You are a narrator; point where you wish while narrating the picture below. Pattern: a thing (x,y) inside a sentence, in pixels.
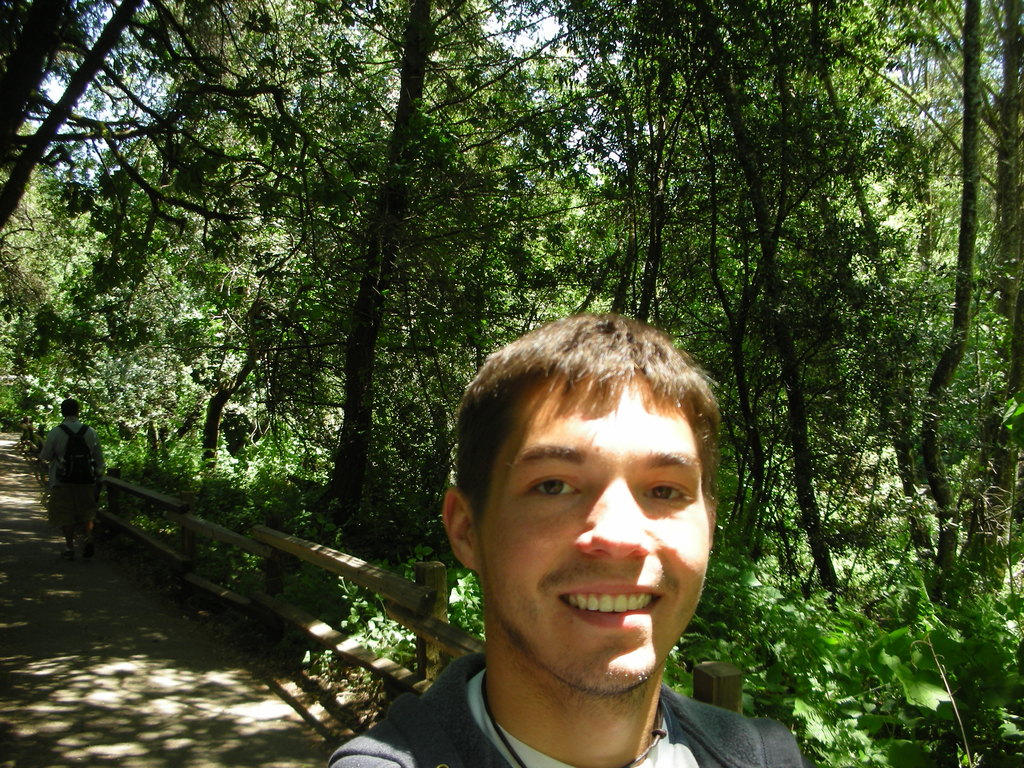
In this image we can see two person's (552,575), a person (84,524) is walking on the road (157,701) with backpack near the railing (263,559) and there are few trees (437,228) on the right side (881,295).
